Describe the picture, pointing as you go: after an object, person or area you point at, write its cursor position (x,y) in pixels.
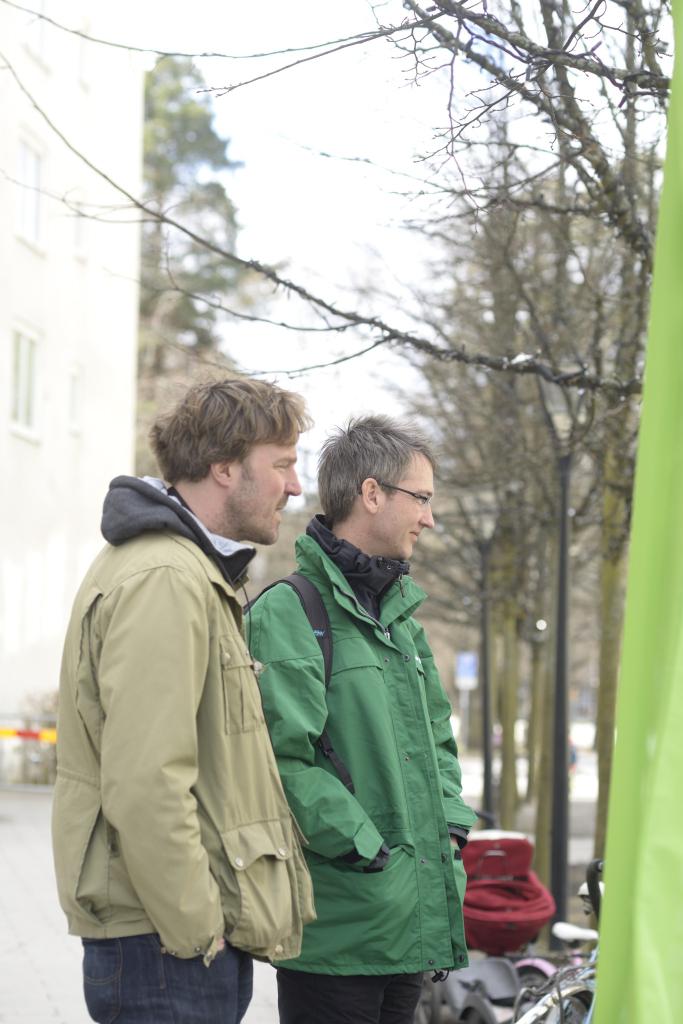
This picture is clicked outside the city. In front of the picture, we see two men (284,746) who are wearing the jackets (242,697) are standing. They are smiling. In front of them, we see a bicycle (580,944) and a red color bag (528,858). On the right side (658,788), we see a green color banner (648,822) or a sheet (679,881). On the left side (63,339), we see a building (52,454) in white color. There are trees (624,535) and poles (486,577) in the background (469,594). At the top (357,225), we see the sky (311,465). This picture is blurred in the background (488,569).
